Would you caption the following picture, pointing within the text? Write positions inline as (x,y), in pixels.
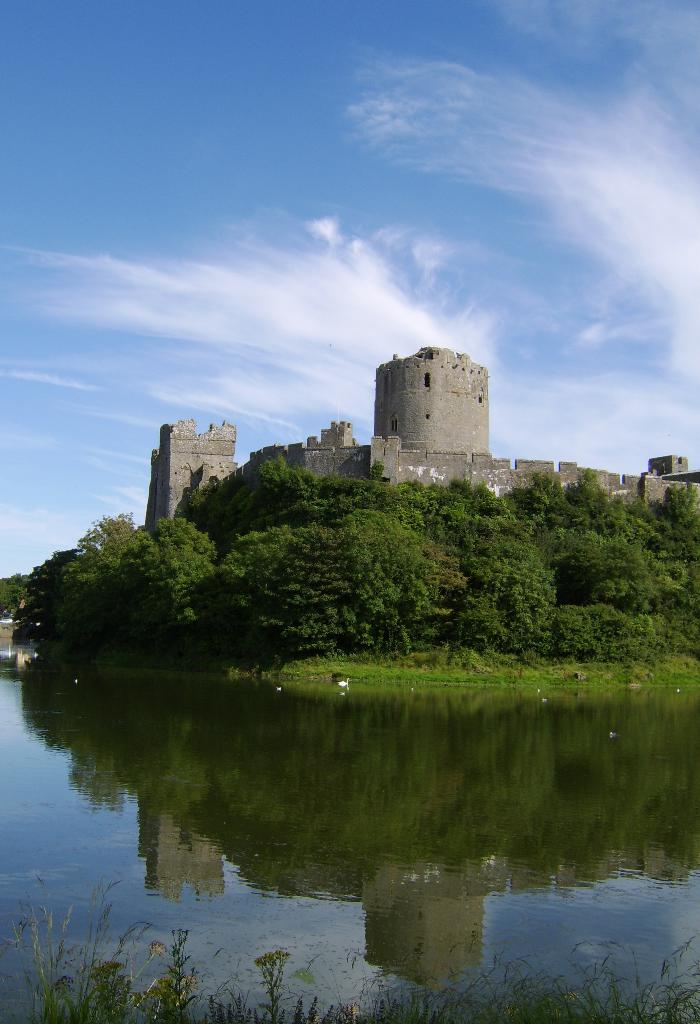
In this image there is the sky (382,220) towards the top of the image (325,173), there are clouds (386,135) in the sky (258,239), there is a monument (417,439), there are trees (426,564), there is water (344,827), there are plants (540,1013) towards the bottom of the image (314,1001).
